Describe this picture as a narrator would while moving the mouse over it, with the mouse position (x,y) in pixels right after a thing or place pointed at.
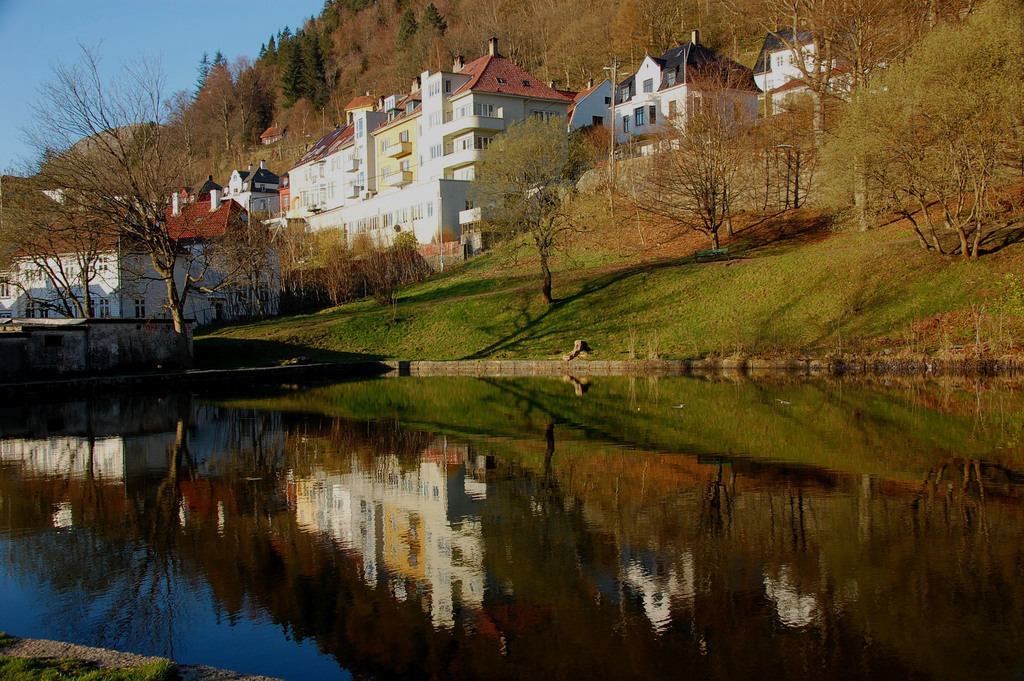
There is water (284,452). On the side of the water (296,391) there is a small side wall (840,367). In the back (489,278) there's grass (545,308) on the ground (652,306). Also there are trees (347,292), buildings (459,167) with windows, balcony (355,190). In the background (211,49) there is sky (229,62) and trees (311,71).
